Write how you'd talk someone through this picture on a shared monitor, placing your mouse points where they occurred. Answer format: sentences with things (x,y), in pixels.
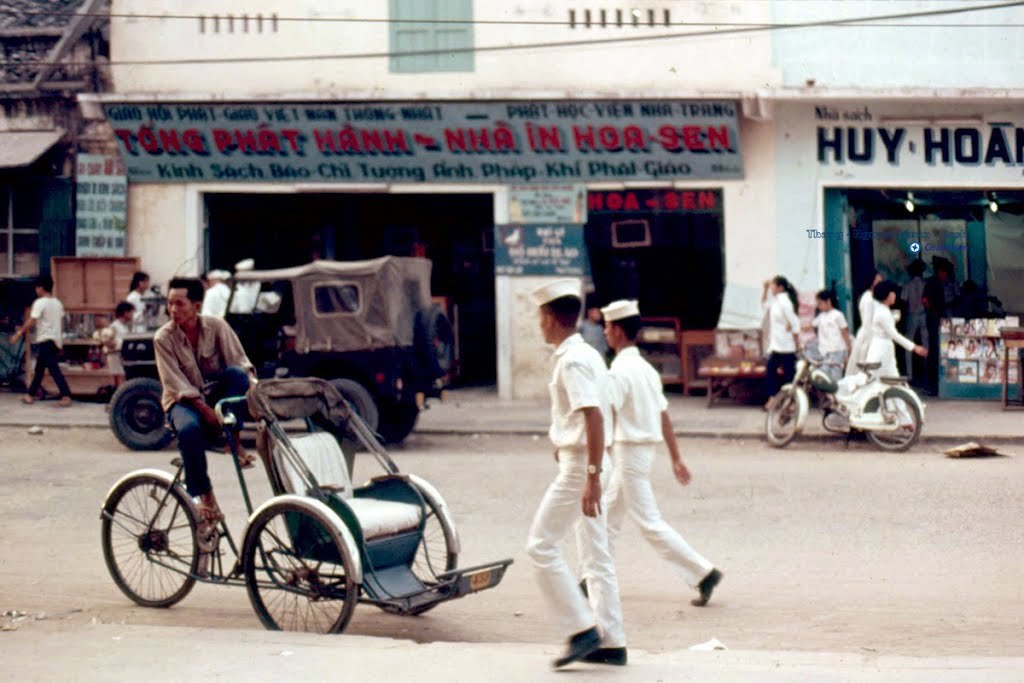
The person (195,370) wearing brown shirt (194,385) is riding a rickshaw (274,465) and there are wearing white dress (606,435) is walking in front of him and there is a jeep (323,318) beside him and there are group of people (788,301) walking beside the jeep (383,297) and there are buildings (763,249) in the background (375,144).
